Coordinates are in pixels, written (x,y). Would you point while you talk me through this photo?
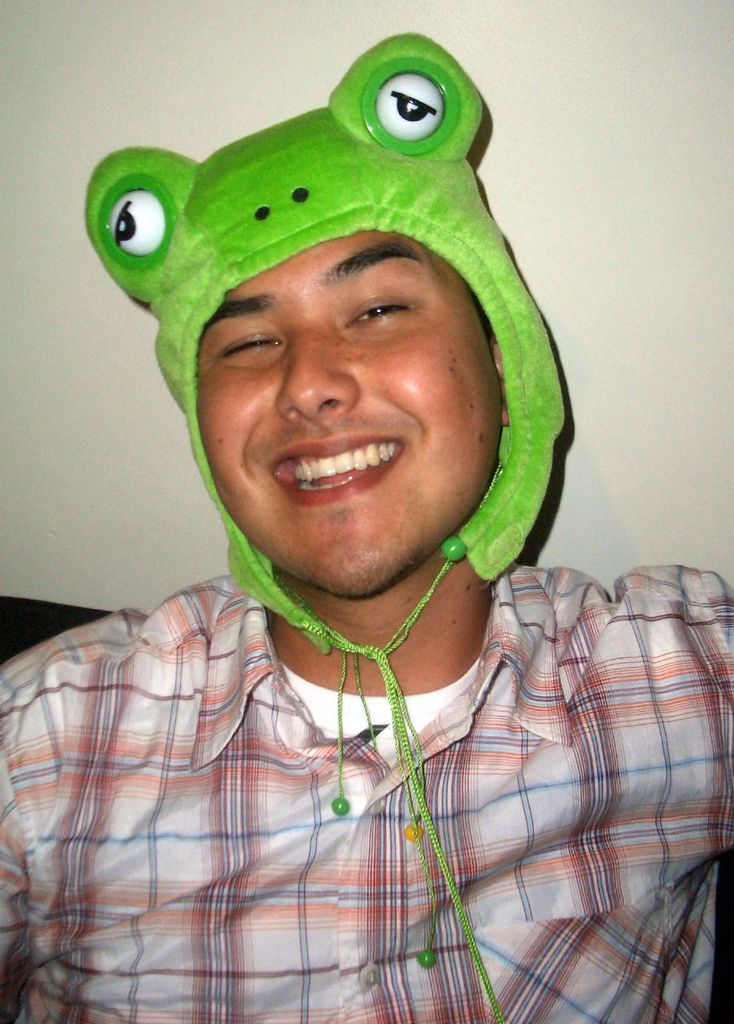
In this image I can see a person (323,532) is wearing a cartoon cap (236,150) and posing for the picture.
